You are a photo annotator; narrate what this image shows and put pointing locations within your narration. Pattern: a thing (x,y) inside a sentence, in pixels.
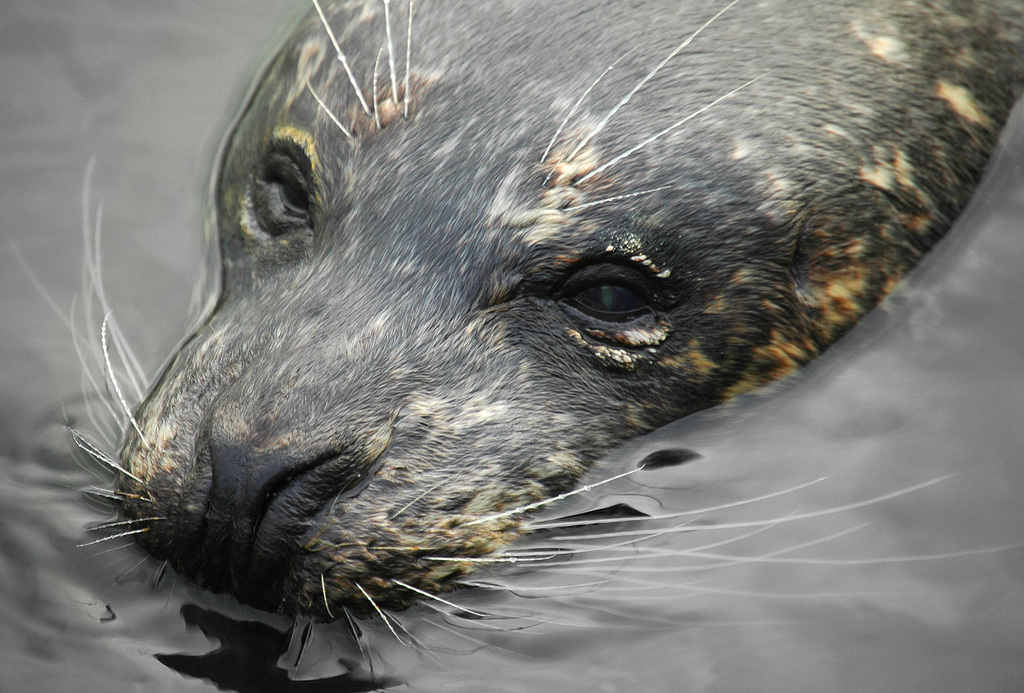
There is a seal (171,448) in the water (49,448).
